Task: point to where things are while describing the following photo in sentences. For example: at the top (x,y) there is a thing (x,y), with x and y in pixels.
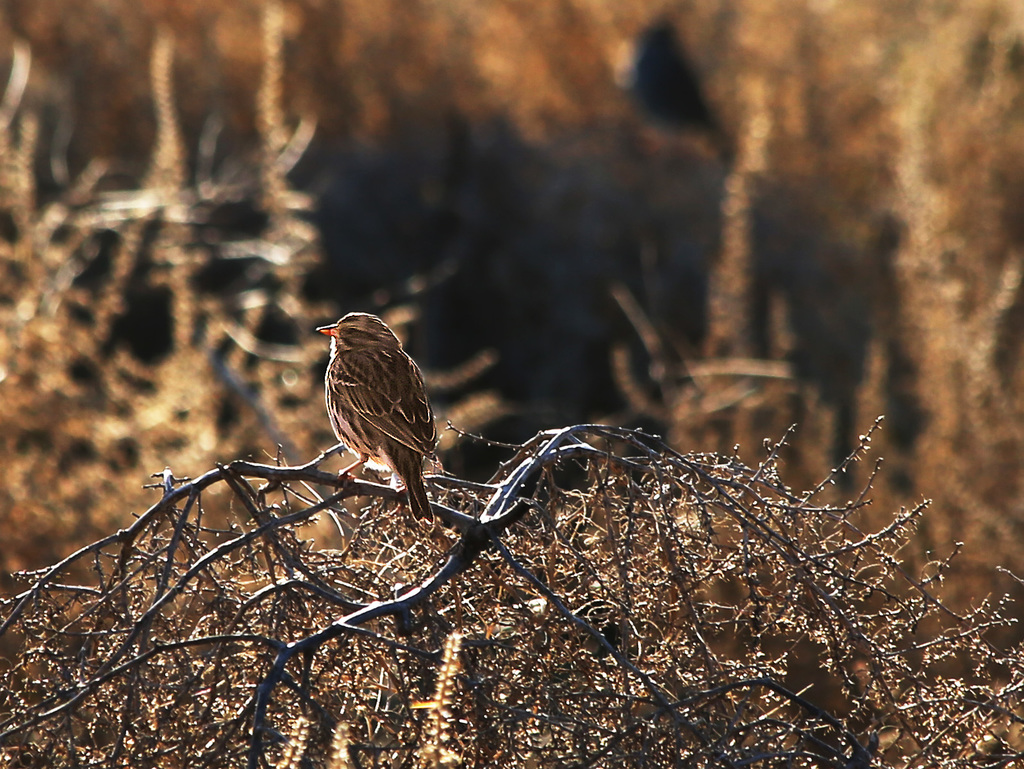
In the image there is a bird (376,388) standing on dry plant (362,593) and in the background (860,160) there are many plants (217,228).
